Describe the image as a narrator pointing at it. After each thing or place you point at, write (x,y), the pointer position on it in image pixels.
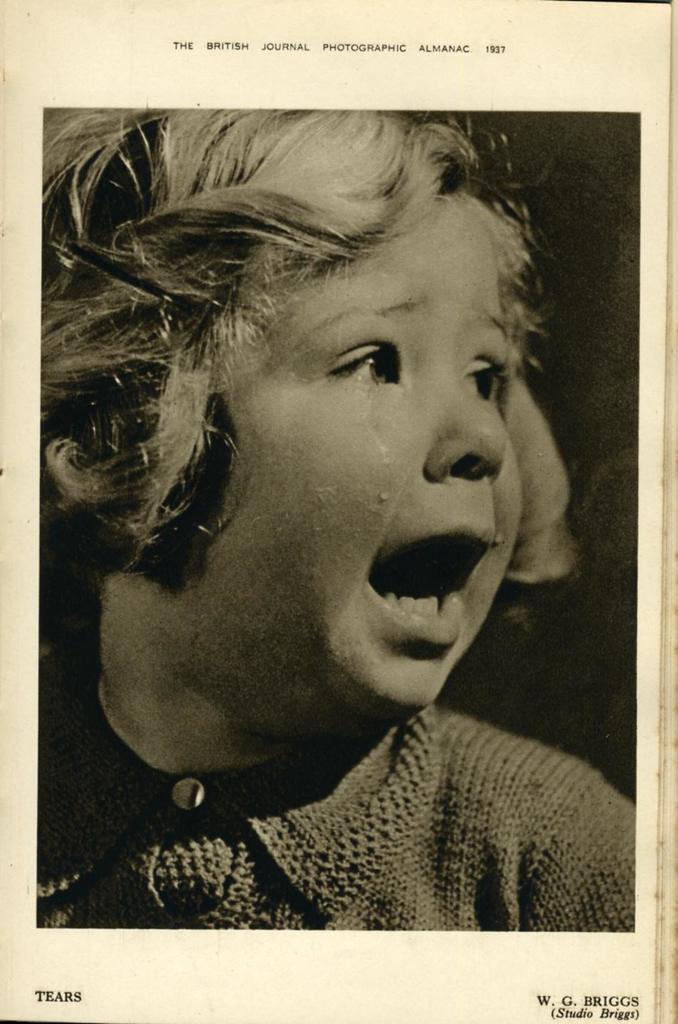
In this picture there is a girl (449,860) who is wearing sweater (481,855) and she is crying. This look like a book (273,976). On the bottom (619,1019) we can see author name (575,996). On the top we can see content (492,54).
